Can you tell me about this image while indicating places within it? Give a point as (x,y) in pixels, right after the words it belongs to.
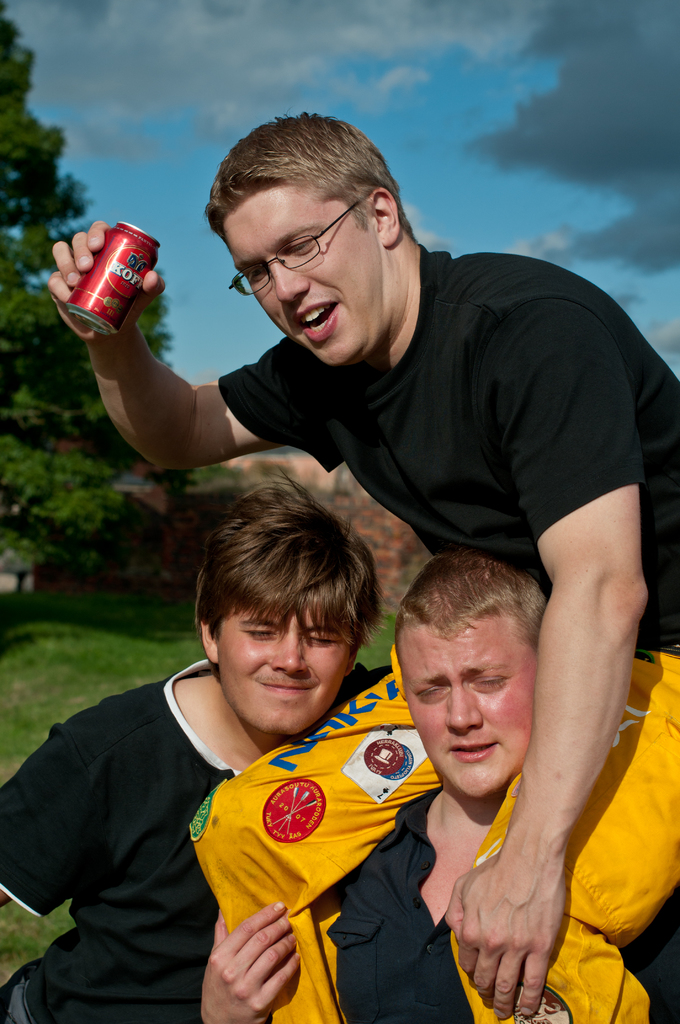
In this image, there are a few people (385,725). Among them, we can see a person (201,389) holding an object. We can see the ground (115,638) covered with grass (52,680). We can also see a tree (76,487) on the left (77,501). We can also see the sky (422,146) with clouds (478,14).
